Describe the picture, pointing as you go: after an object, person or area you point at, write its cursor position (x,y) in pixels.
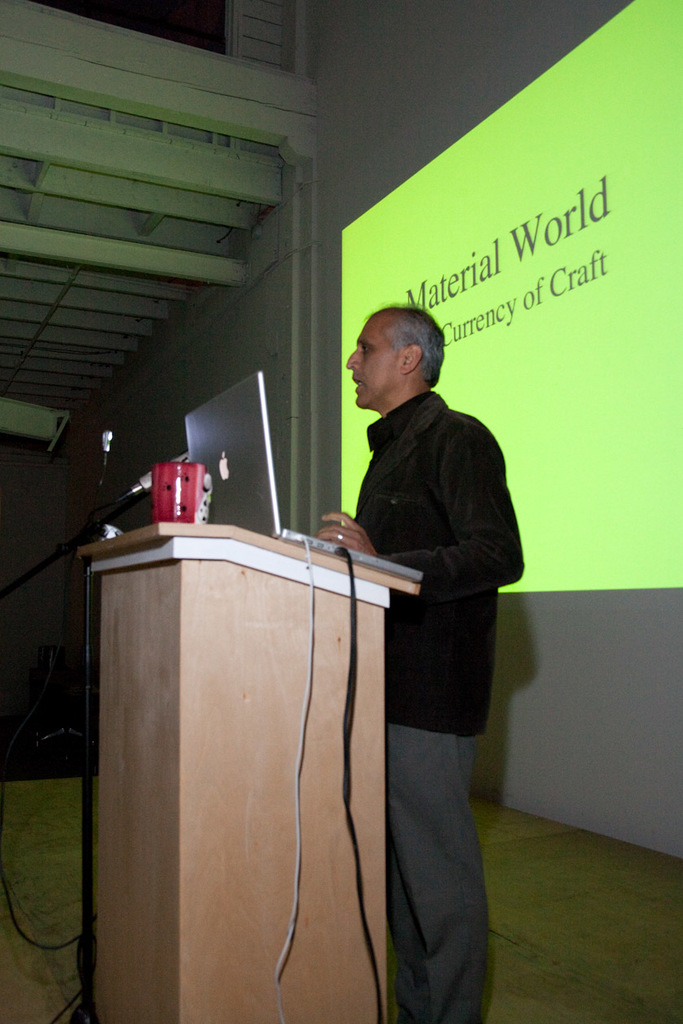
In the center of the image (413,487) we can see a man (413,500) standing, before him there is a podium (344,570) and we can see a laptop (263,525) and a mug (208,510) placed on the podium (200,680). There is a mic (136,489) placed on the stand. In the background (377,247) there is a screen (676,427) and a wall (312,212).
